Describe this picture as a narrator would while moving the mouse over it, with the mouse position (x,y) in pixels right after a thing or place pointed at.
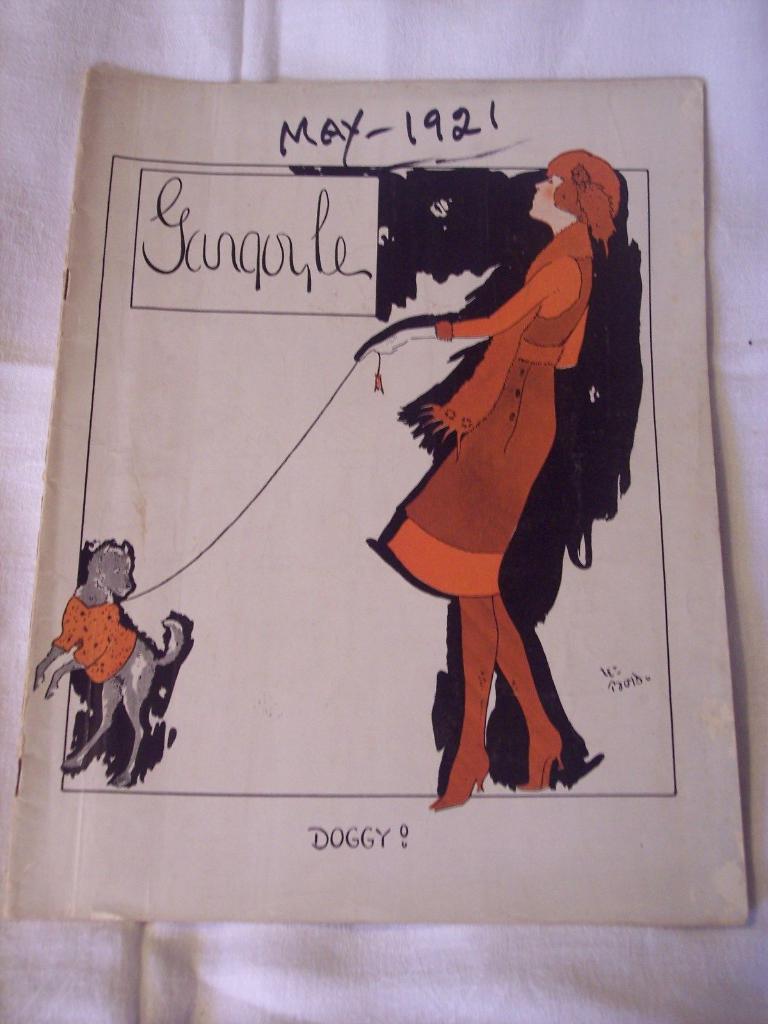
In this image, we can see a poster (448,544) with some images (490,537) and text (299,270) is placed on the white colored surface (104,947).
